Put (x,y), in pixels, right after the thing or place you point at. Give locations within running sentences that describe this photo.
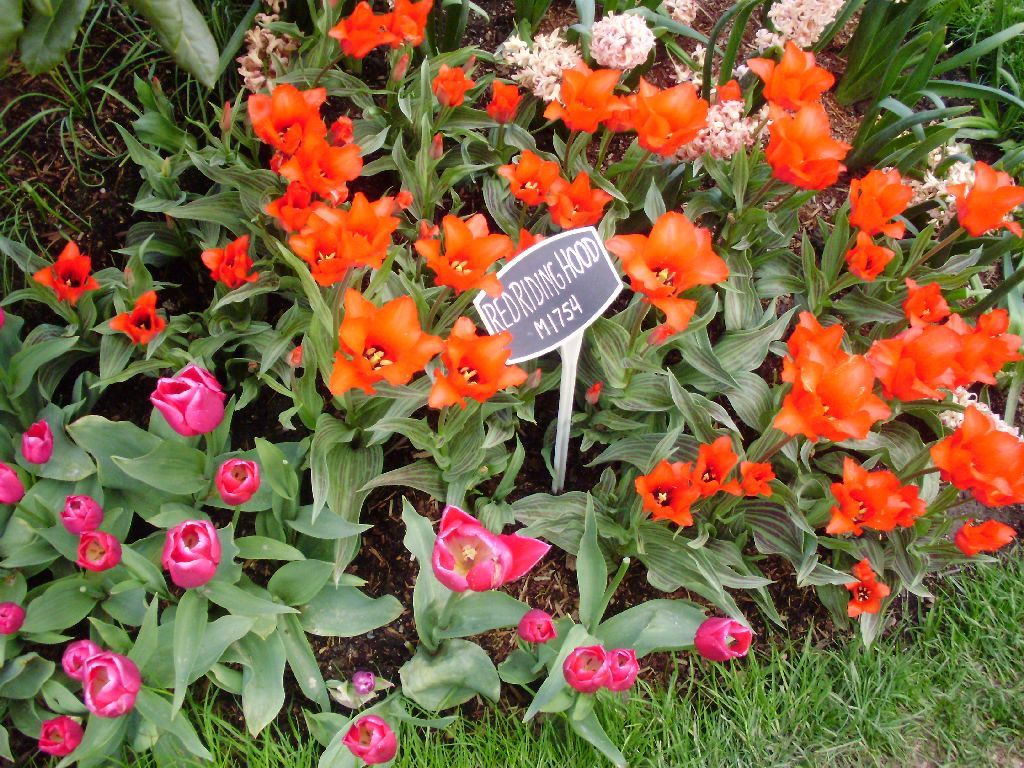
In this image there are some plants (744,517) flowers (996,366) and grass (905,665), and in the center (525,320) there is some board (525,302). On the board (502,307) there is text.
